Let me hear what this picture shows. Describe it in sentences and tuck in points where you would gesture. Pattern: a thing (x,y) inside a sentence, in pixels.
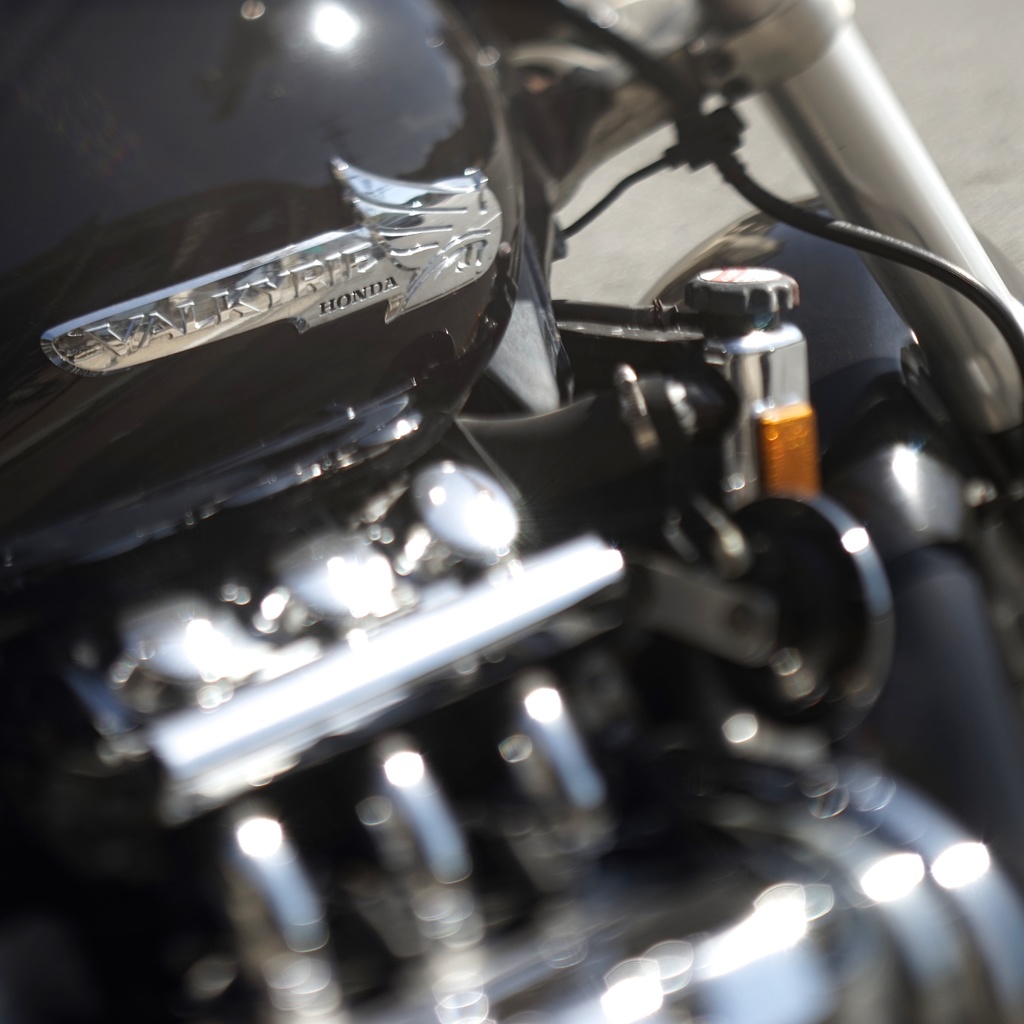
In this image I can see truncated picture of a black and silver colour motorcycle (504,507). On the top left (324,291) side of this I can see something is written on the motorcycle (209,354).
